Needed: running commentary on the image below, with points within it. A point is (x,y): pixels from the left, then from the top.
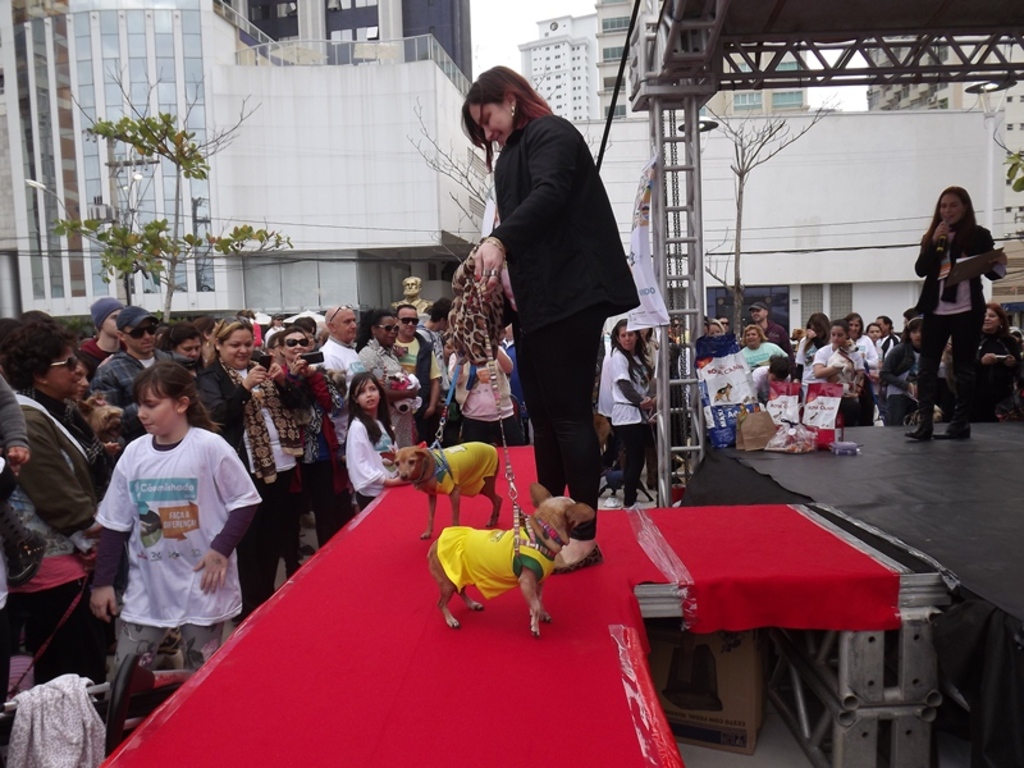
This picture shows a group of people (279,416) standing and watching a woman (474,277) standing and holding two dogs (401,454) with strings (449,401) with both her hands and we see a woman (960,222) standing and speaking with the help of a microphone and we see buildings (638,127) around and couple of trees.
